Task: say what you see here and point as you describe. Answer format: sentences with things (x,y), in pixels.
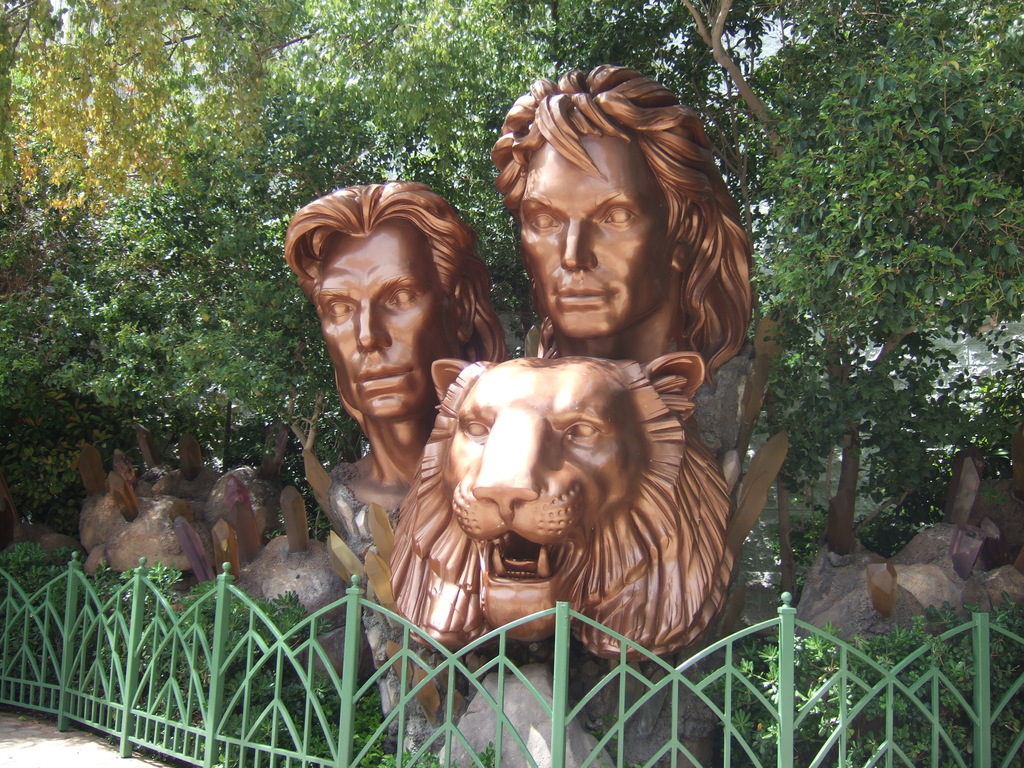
As we can see in the image there are statues (519,483), fence (561,762), rocks (549,724) and trees (451,100).
